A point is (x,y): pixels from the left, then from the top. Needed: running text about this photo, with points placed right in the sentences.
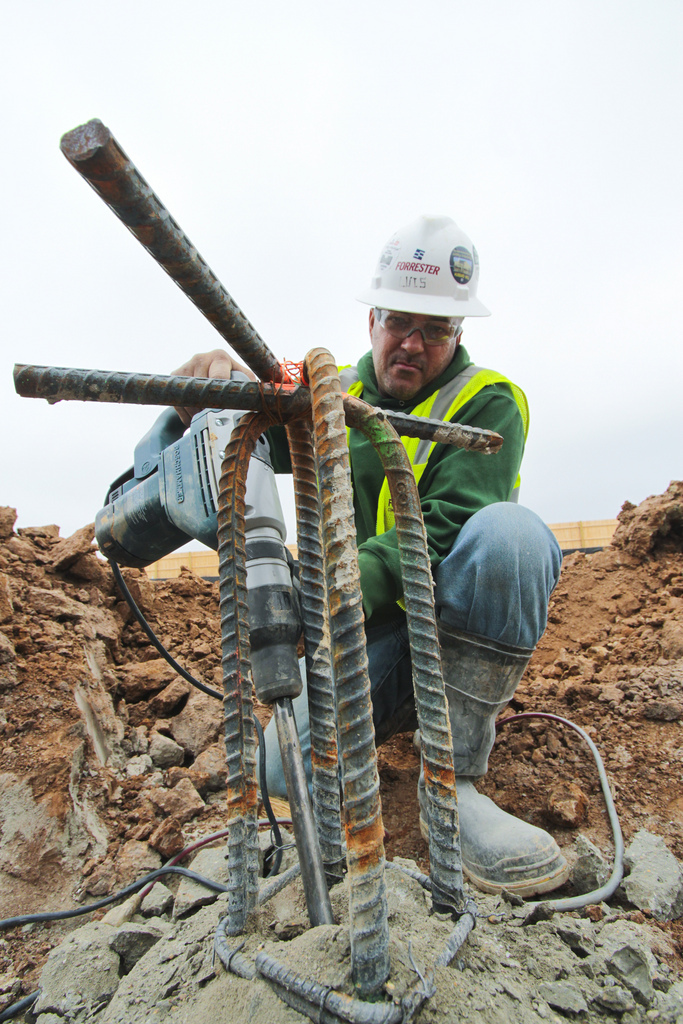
In this image I can see in the middle (421,654) there are iron bars (238,737), a man (412,701) is drilling with a drilling machine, this man (459,448) wear a helmet (434,304). At the top (374,127) it is the sky (389,96).
